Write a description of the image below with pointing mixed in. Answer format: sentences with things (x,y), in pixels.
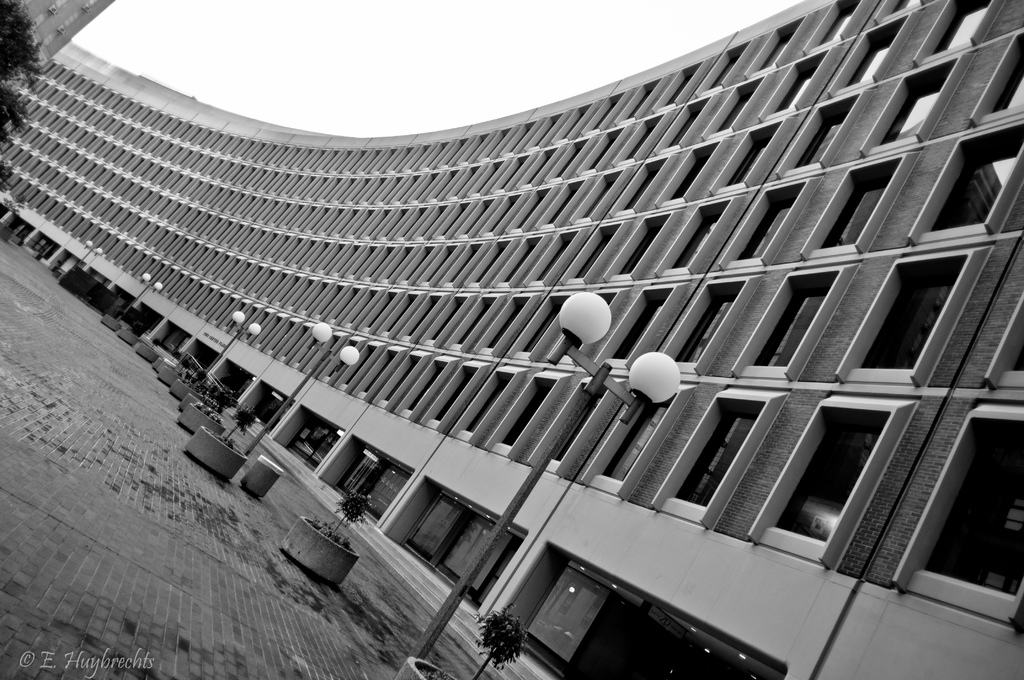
In this image I can see a building (656,335) and glass windows (730,459). In front (593,319) I can see light-poles (579,313), trees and few flower pot (205,428) on the floor (270,523). The image is in white and black.
